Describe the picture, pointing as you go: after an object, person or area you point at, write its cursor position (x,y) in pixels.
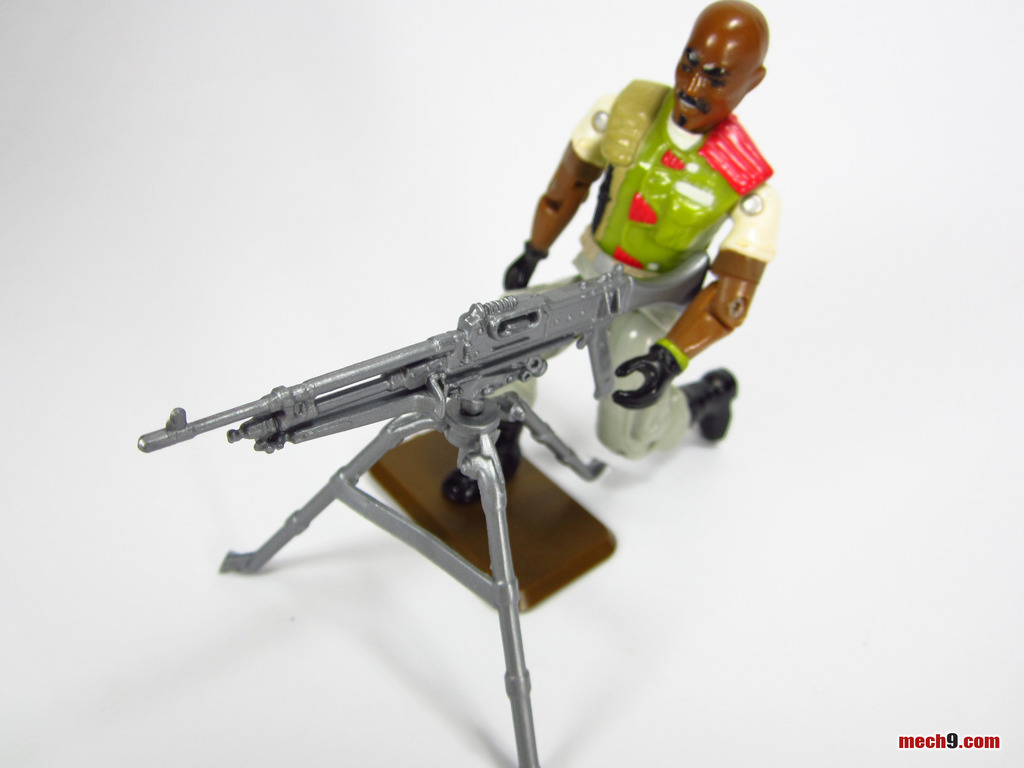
In this image there is a toy of person (638,101) and a rifle (487,346) to the stand (525,420), on an object (559,583), and there is a watermark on the image.
